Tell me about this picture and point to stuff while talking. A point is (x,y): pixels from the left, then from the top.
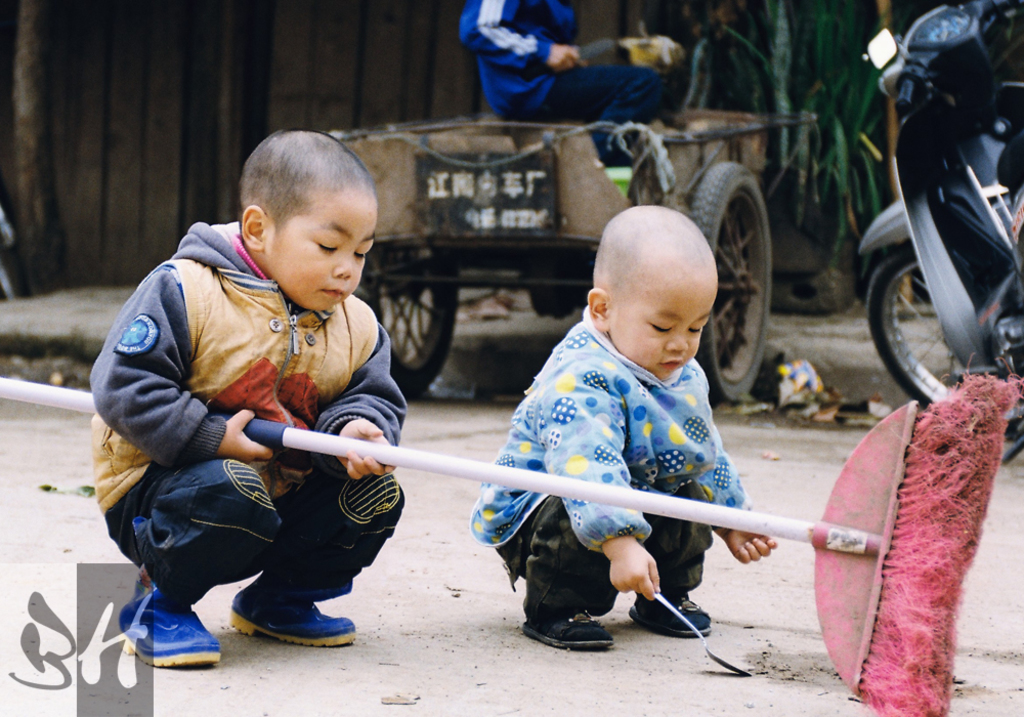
In the image we can see two children (510,432) sitting in the squat position, they are wearing clothes (556,598), shoes (335,646) and they are holding objects (661,512) in their hands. Here we can see the road (749,622), vehicle (946,241) and the background (983,241) is blurred. On the bottom left (79,640) we can see the watermark (53,632) and we can see a person (561,73) sitting and wearing clothes (529,91).
